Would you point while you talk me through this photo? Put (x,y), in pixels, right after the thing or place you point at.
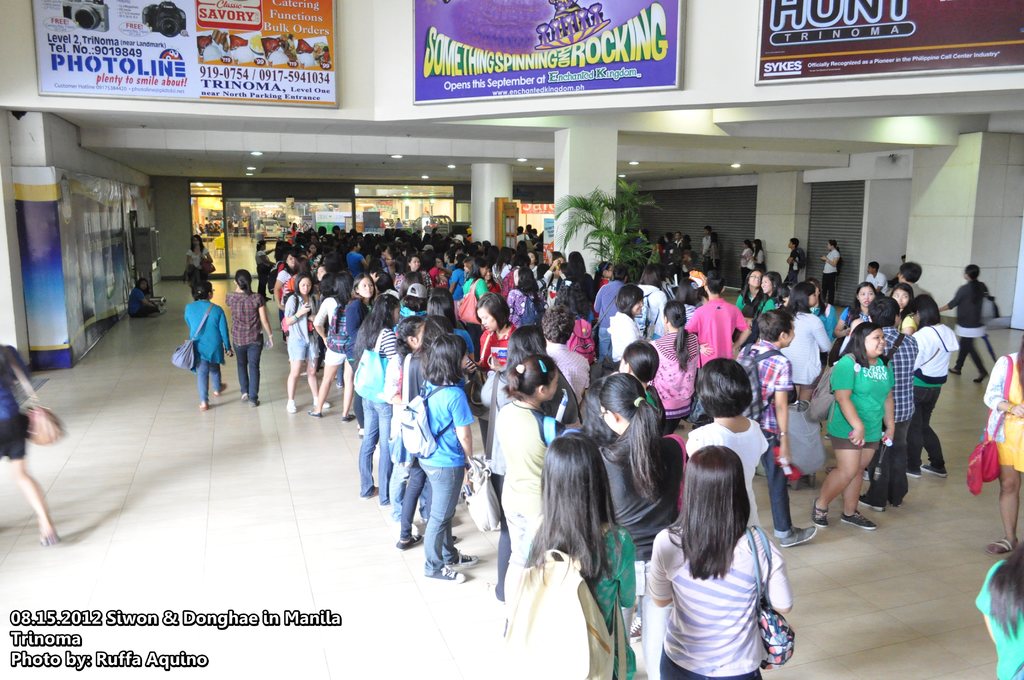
In this image I see number of people (411,262) and I see that most of them are wearing bags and I see the shops (313,196) over here and I see the lights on the ceiling (427,157) and on this wall (7,90) I see 3 banners (469,62) on which there are words (315,15) written and I see few pictures (63,6) on this banner (163,23) and I see a plant (619,235) over here and I see the floor (850,621).
